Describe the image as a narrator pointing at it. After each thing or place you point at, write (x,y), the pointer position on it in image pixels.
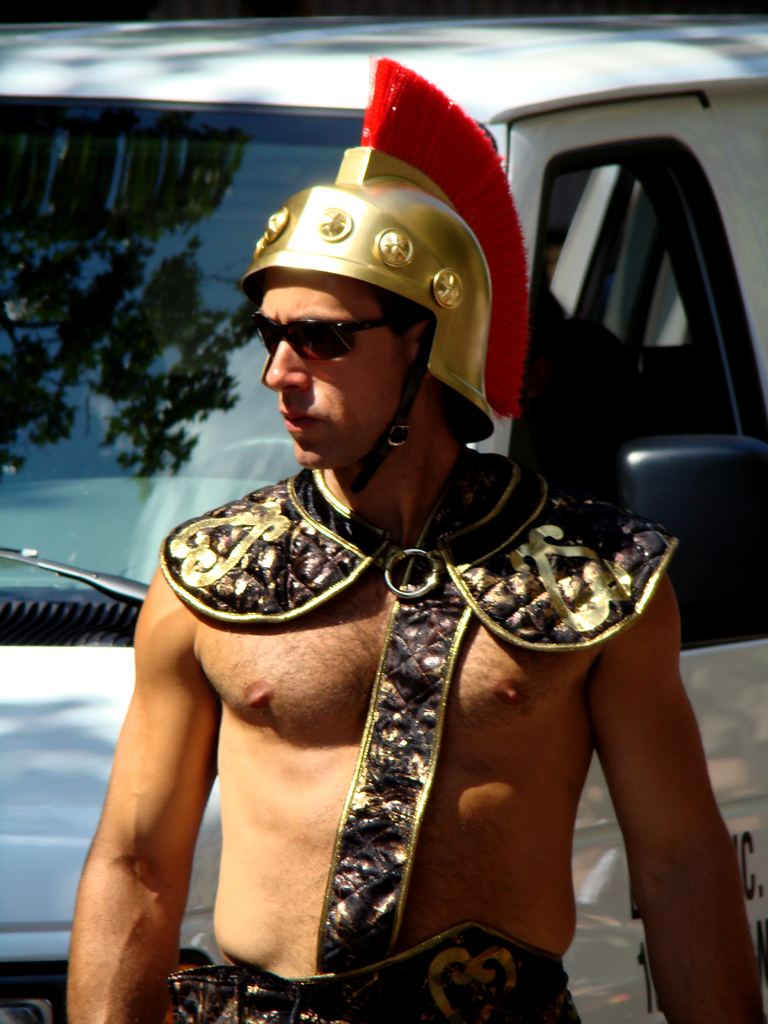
In this picture I can see a man (326,591) standing and he is wearing a helmet (441,180) and sunglasses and I can see a vehicle (551,45) in the back (537,190).
